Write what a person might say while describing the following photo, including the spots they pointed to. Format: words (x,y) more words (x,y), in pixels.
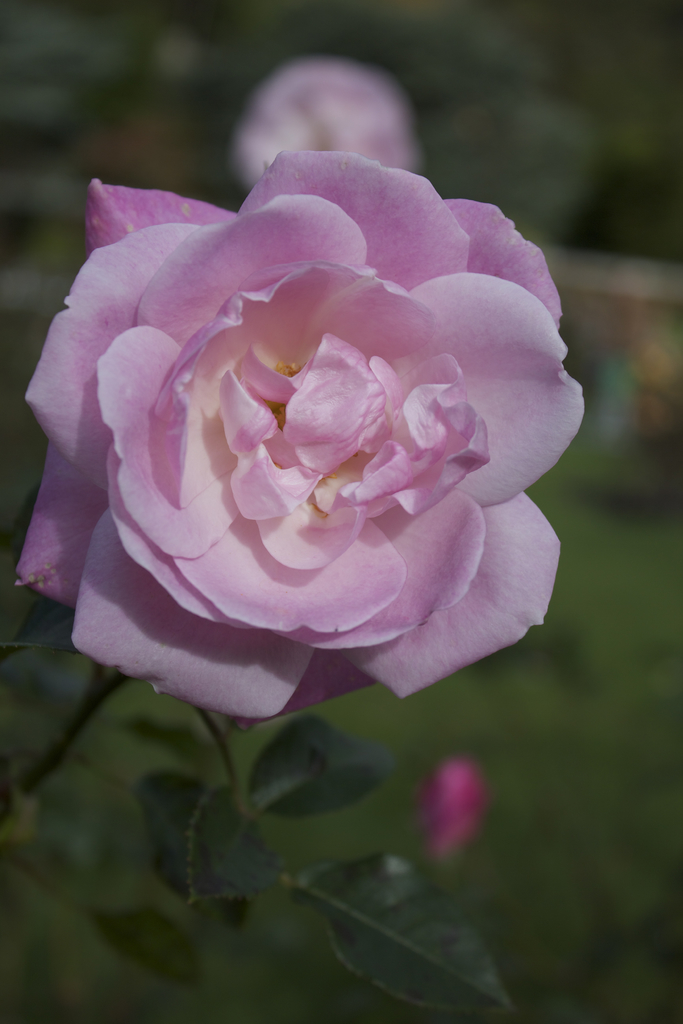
In this image, we can see a rose (352,530) on the blur background. There are leaves (308,889) at the bottom of the image (230,802).
